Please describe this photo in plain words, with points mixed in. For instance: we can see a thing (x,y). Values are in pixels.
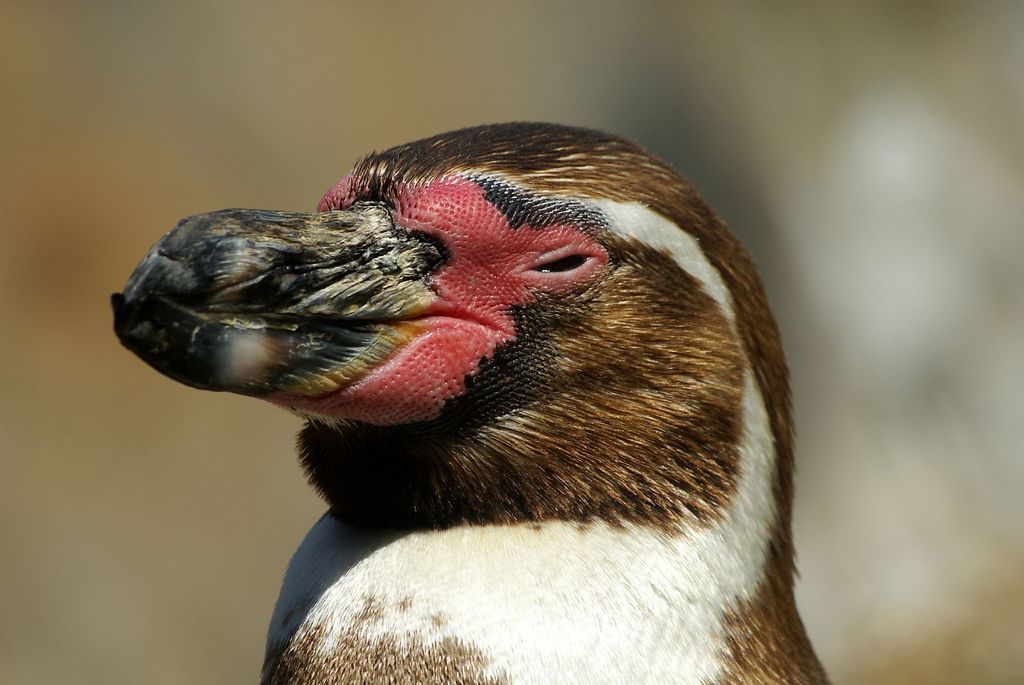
In this picture I can see a bird (427,264) in front (414,395) and I see that it is of white, brown, red and black color. I can see that, it is totally blurred in the background (152,132).
